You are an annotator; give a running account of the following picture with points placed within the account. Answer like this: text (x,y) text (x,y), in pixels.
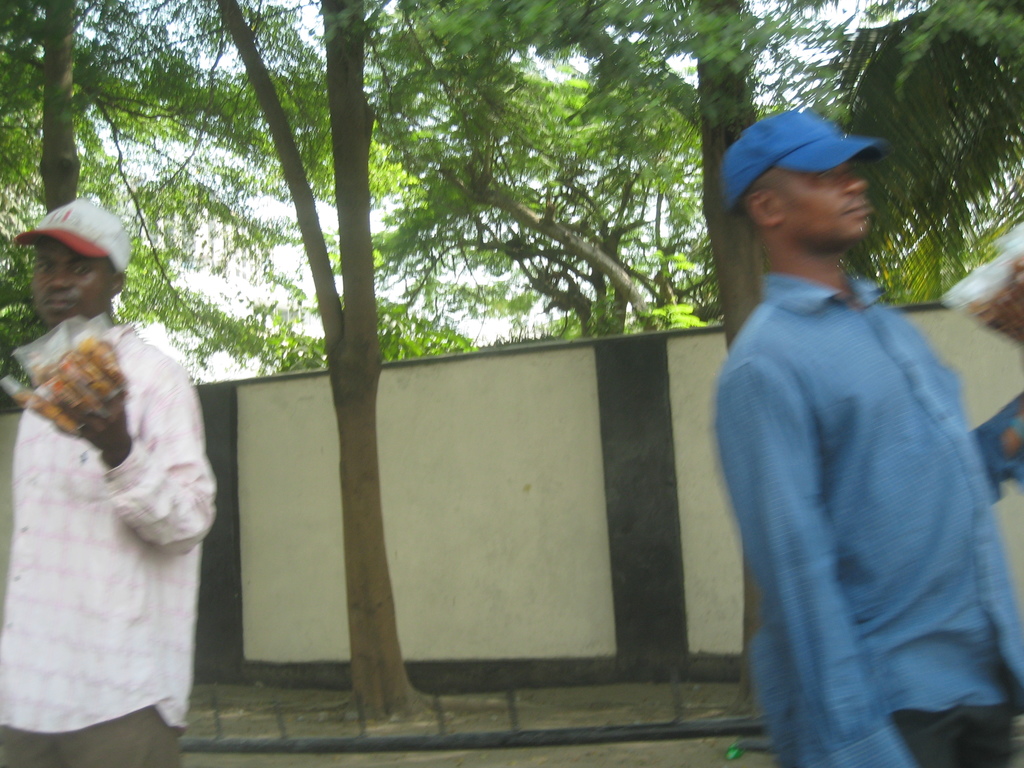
In this picture there is a man (878,610) on the right side of the image (781,383) and there is another man (116,435) on the left side of the image (93,748) and there are trees (632,154) at the top side of the image (491,152).
